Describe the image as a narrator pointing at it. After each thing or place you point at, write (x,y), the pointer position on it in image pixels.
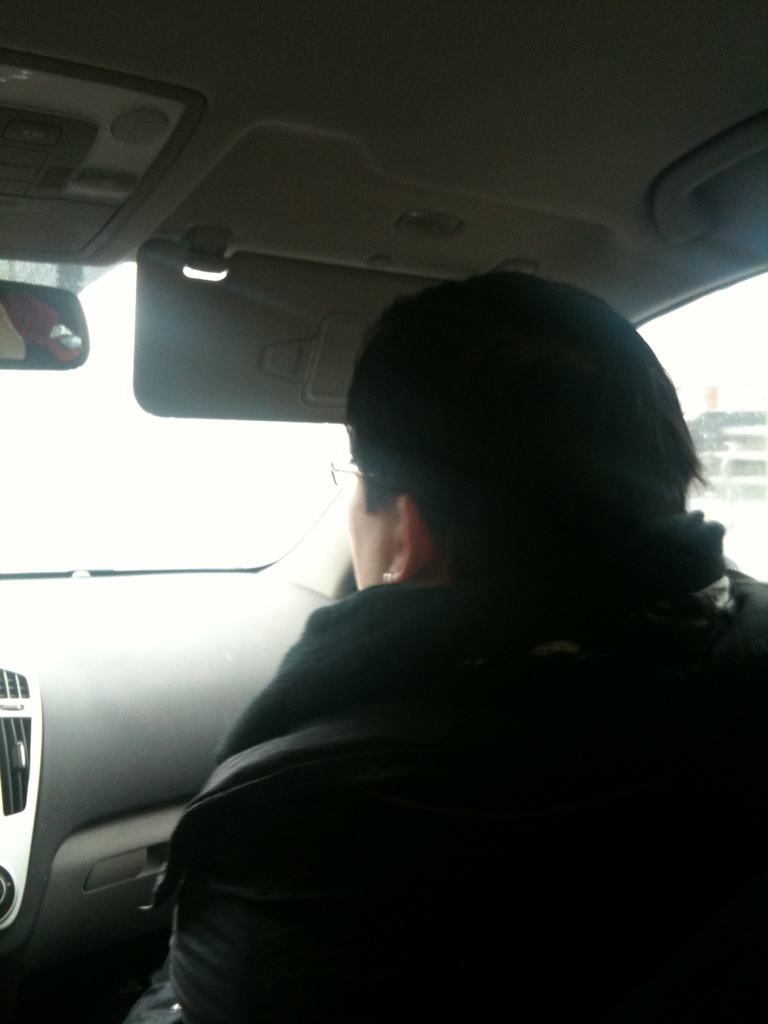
In this image there is a person (305,784) riding in a car (267,625).
